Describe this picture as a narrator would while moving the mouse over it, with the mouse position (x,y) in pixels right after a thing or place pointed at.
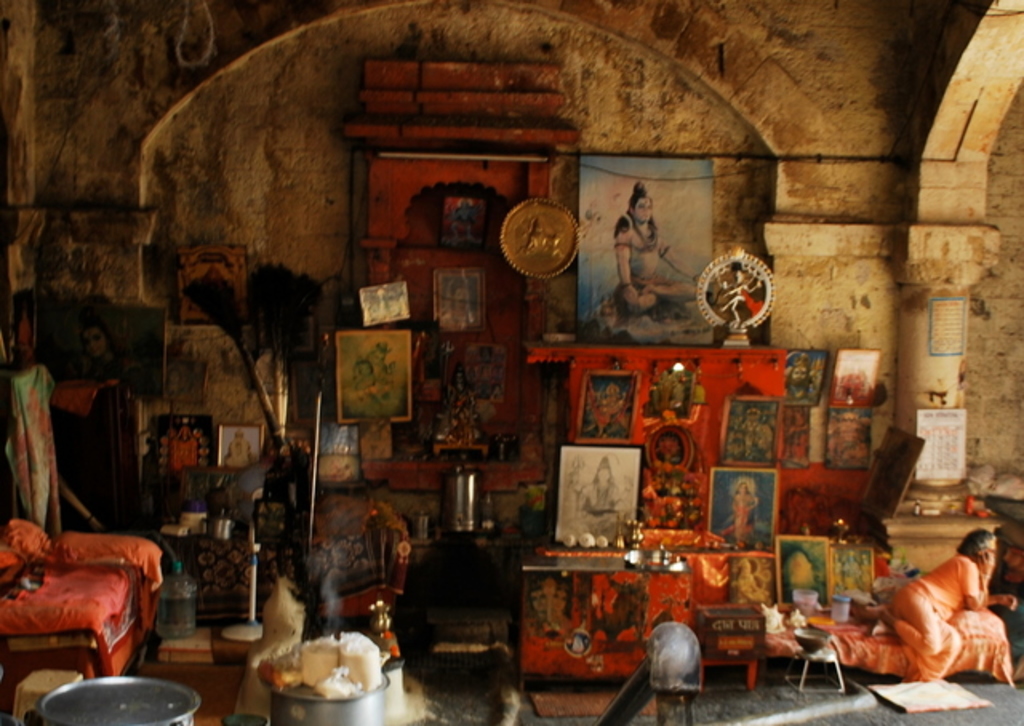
In this picture there are group of photo frames (633,407) where few among them are attached to the wall (572,321) and the remaining are placed on an object (702,475) and there is a person (929,575) sitting on the bed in the right corner (925,612) and there are some other objects (147,616) in the left corner (121,720).
